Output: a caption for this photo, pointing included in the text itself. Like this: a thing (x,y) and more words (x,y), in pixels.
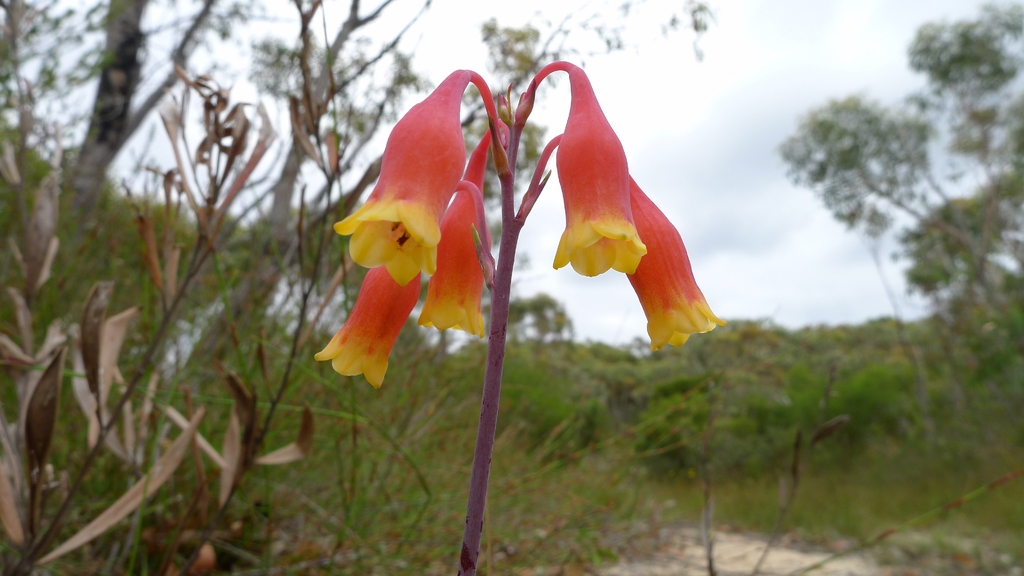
In this image we can see there are some flower plants (418,236), grass (490,482) and trees (850,391). In the background (754,123) there is a sky (781,240).
